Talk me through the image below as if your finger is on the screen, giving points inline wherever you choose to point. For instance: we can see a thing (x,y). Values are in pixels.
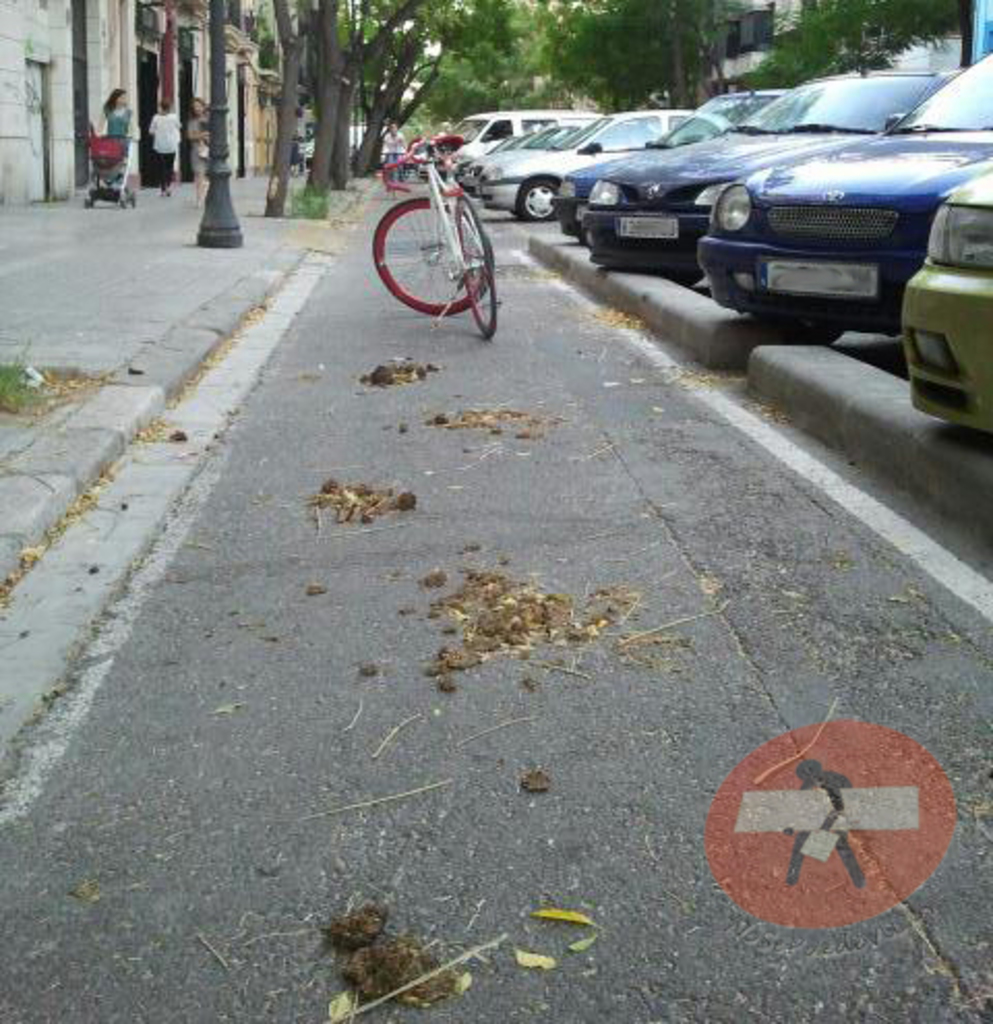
In this picture we can see some vehicles (674,194) parked on the right side (682,204), there is a bicycle (459,267) here, on the left side (145,27) there are buildings (189,69), we can see people (164,139) walking here, there is a pole (213,160) here, in the background (506,73) there are some trees (581,25).
